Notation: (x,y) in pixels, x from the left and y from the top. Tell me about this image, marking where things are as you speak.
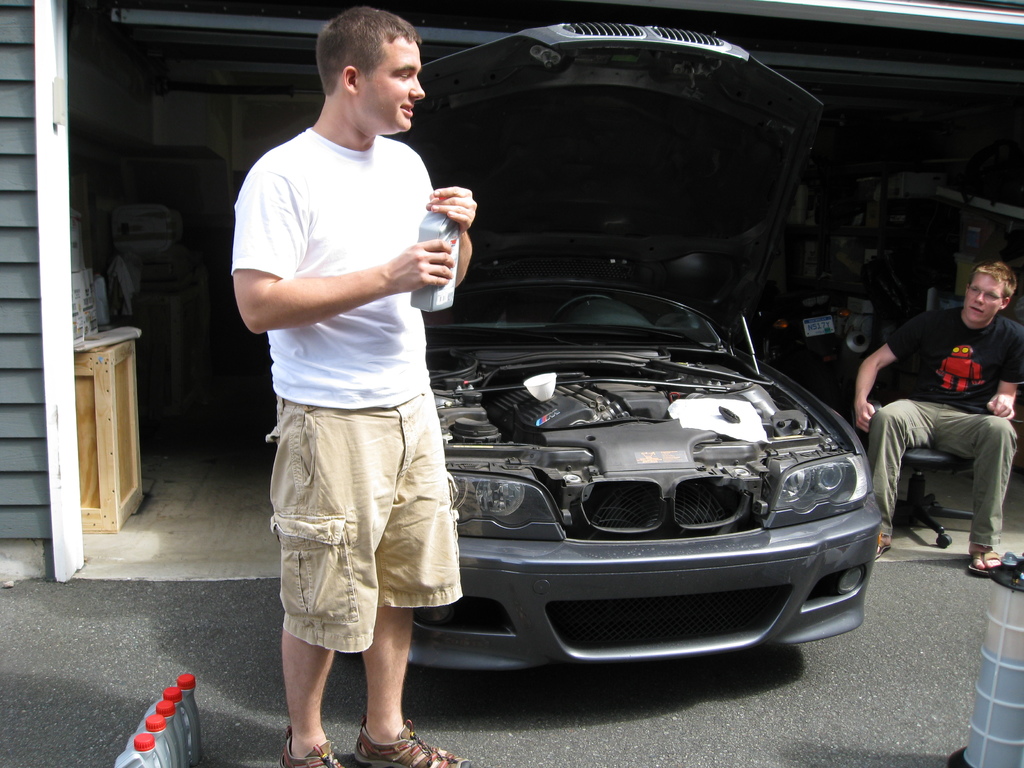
In this image in the foreground (347,304) there is one person (467,204) standing and he is holding some bottle (423,294), and beside him there is one car (580,351). On the right side (957,360) there is another person (948,397) who is sitting on chair (916,478), and in the background (925,268) there is a bike (816,314) and some objects (930,176) and it might be a shed (107,117). At the bottom (203,693) there is road (833,647) and some bottles (173,728), on the right side (1012,671) there is some object (1006,650).
